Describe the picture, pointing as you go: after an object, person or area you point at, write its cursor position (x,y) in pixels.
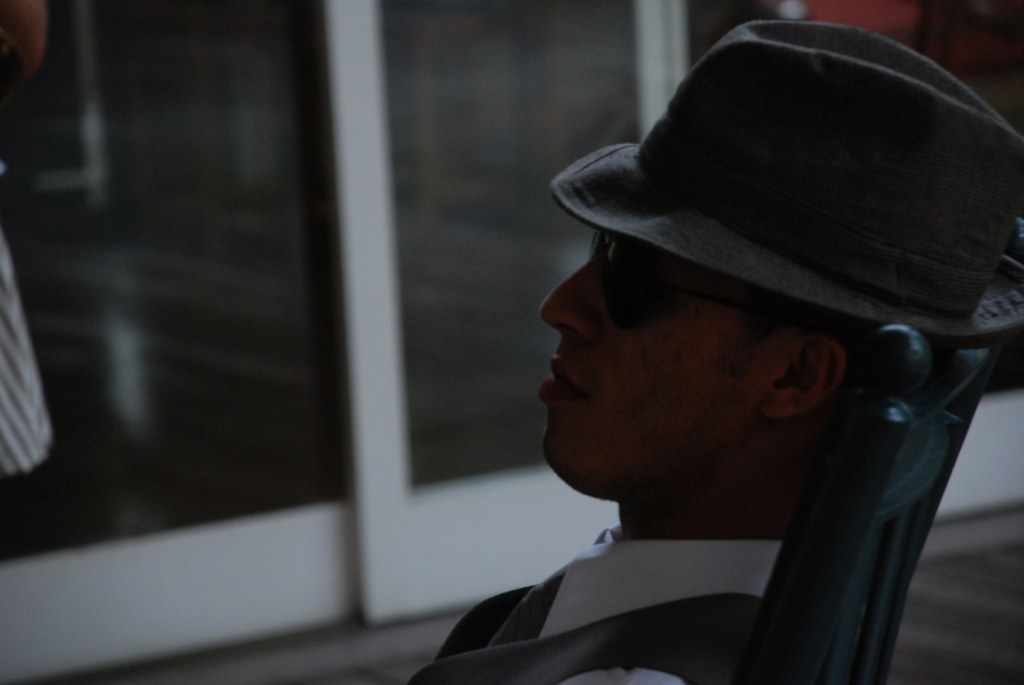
In this picture, we see a man (622,590) in a white shirt (628,600) who is wearing a hat (705,203) and goggles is sitting on the green chair (858,555). Beside him, there is a glass door (294,408). In the background (823,1), it is blurred and this picture might be clicked in the dark.
